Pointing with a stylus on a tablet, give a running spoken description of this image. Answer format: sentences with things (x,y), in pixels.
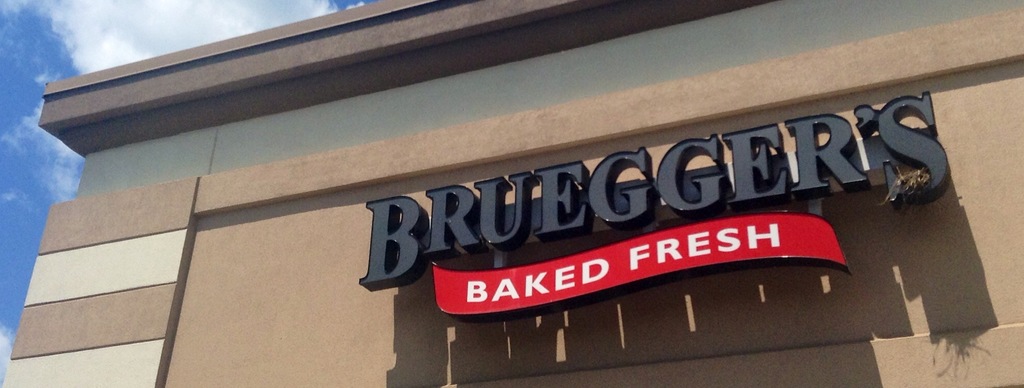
In the image there is a wall (458,165) with name board (470,213) and red label (532,272) with something written on it. At the left top of the image (57,6) there is a sky (66,19) with clouds (6,345).
